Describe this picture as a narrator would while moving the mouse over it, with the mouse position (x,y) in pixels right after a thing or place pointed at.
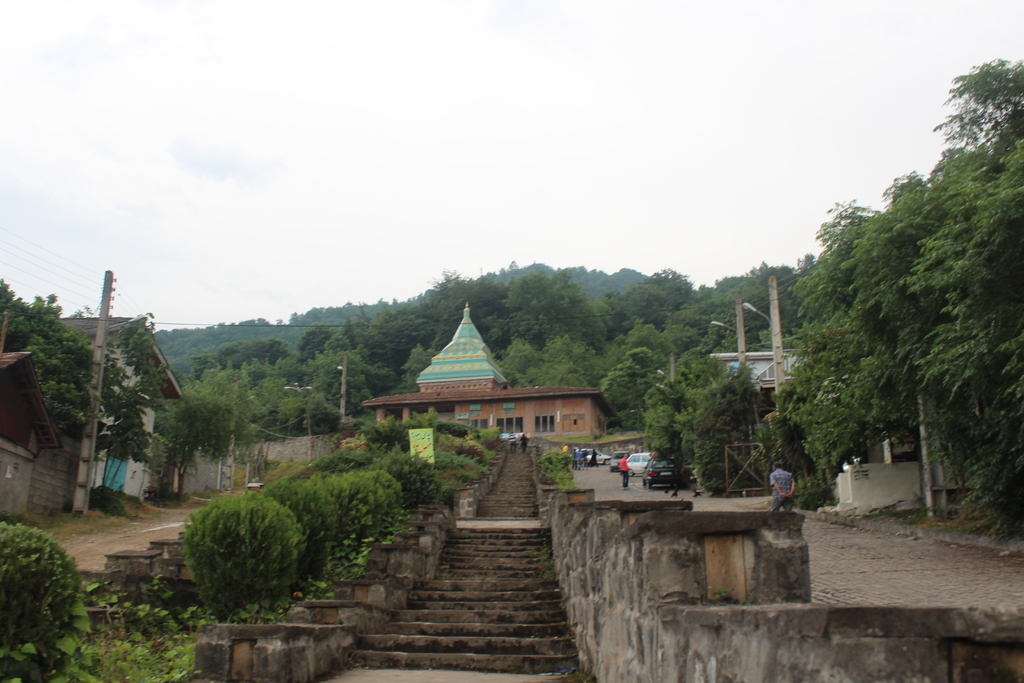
In this picture there are buildings (34,414) and trees (211,394) and poles (80,469). On the right side of the image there are vehicles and there are group of people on the road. In the middle of the image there is a staircase (521,460). At the top (555,138) there is sky (572,183).
